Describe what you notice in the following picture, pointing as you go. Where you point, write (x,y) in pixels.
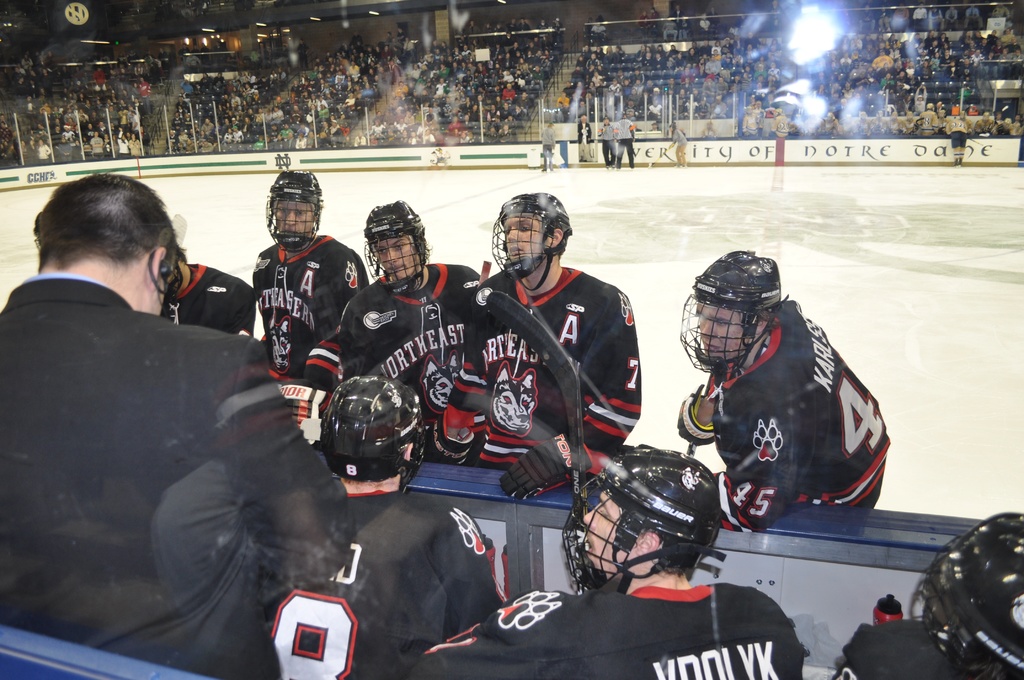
In the center of the image (600,407) we can see a few people (382,353) are in different costumes (428,379). Among them, we can see a few people (357,509) are wearing helmets (590,565) and gloves (534,478). And we can see some objects (529,532). In the background (308,153), we can see banners (712,154), few people (605,158) are standing, few people (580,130) are sitting and a few other objects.
